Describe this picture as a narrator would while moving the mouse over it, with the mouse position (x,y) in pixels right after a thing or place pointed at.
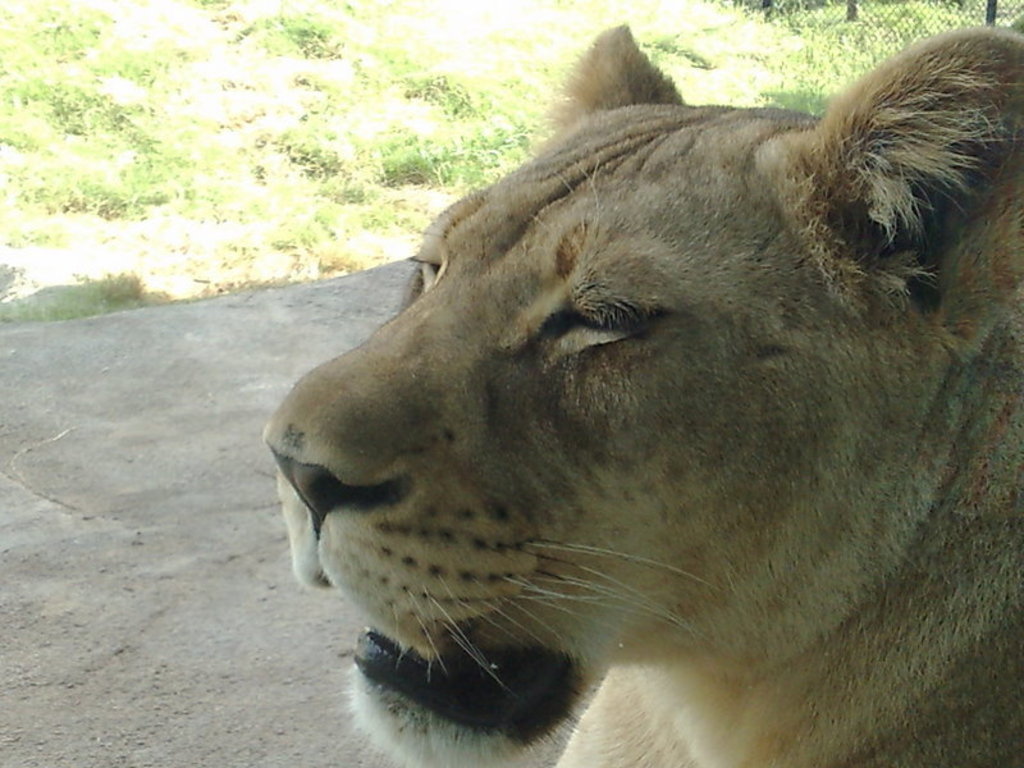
In this picture we can see a lioness (851,594) in the front (746,550), there is grass (376,68) in the background (981,8), we can see fencing (920,4) at the right top of the picture (903,25).
